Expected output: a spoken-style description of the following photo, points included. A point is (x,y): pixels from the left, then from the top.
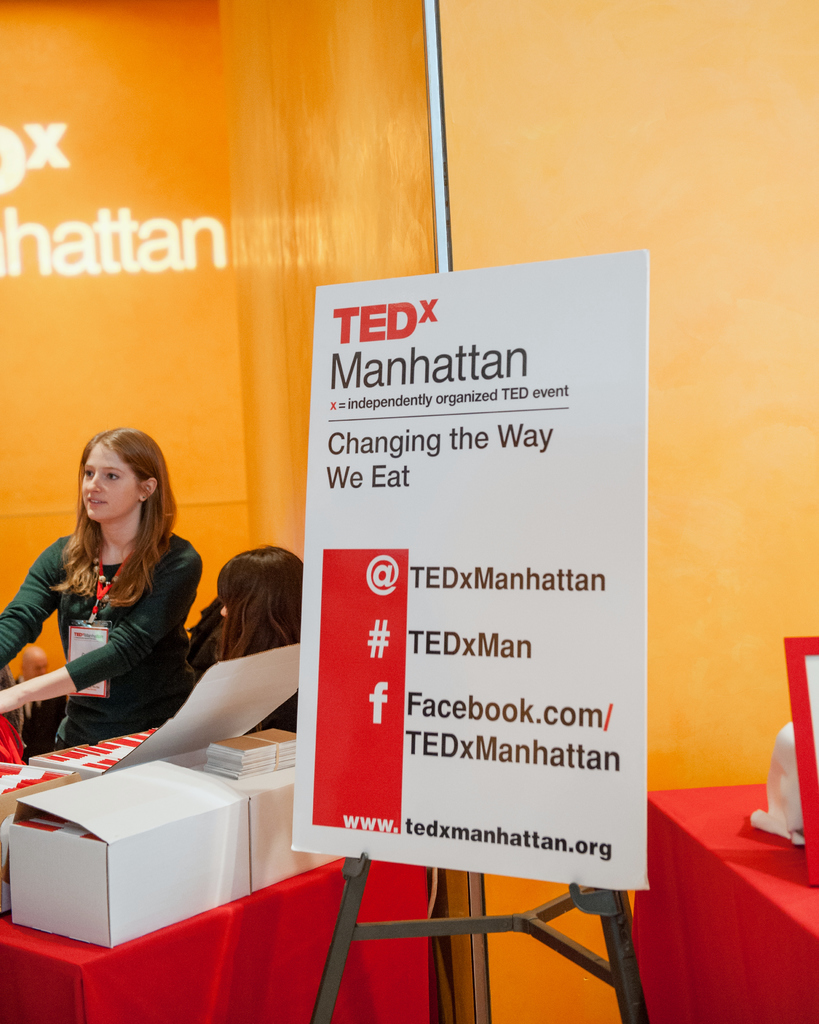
In this picture there are two ladies (199,646) those who are at the left side of the image (10,629) and there is a poster (529,263) which is placed on a holder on which it is written as changing the way we eat.
